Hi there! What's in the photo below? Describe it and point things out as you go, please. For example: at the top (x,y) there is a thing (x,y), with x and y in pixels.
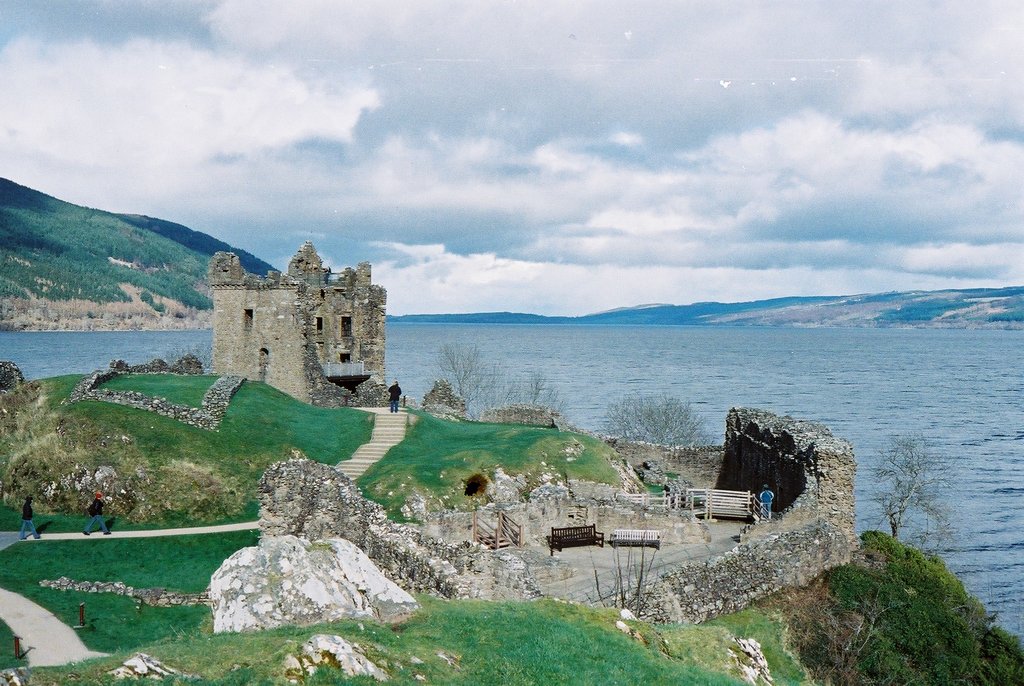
In this image, I can see an ancient building (329,328), benches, rocks (309,612), trees (897,641), plants (888,653) and few people (30,508) on a hill (482,475). I can see water (612,355). In the background (164,256), there are hills (659,316) and the sky (554,213).
